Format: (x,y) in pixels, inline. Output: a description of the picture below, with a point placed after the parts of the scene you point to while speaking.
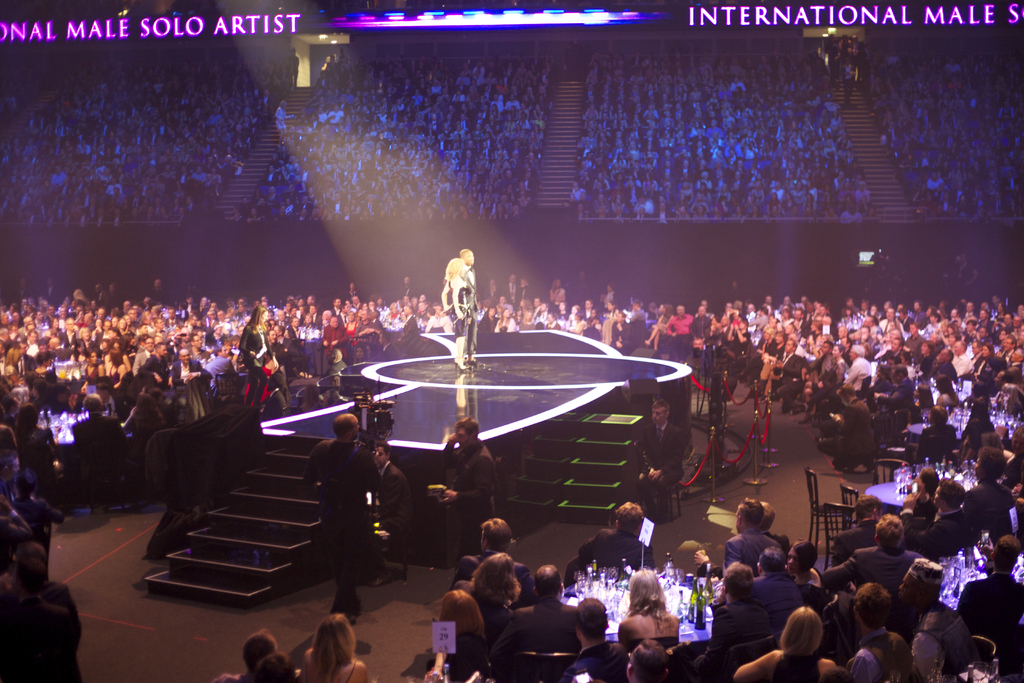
In the image in the center (601,355) we can see one stage (483,358). On the stage (500,423), we can see two persons (476,332) were standing. And we can see staircases (598,473), chairs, tables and group of people (605,318) were sitting and standing. On the table (690,594), we can see wine bottles (710,592). In the background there is a screen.
